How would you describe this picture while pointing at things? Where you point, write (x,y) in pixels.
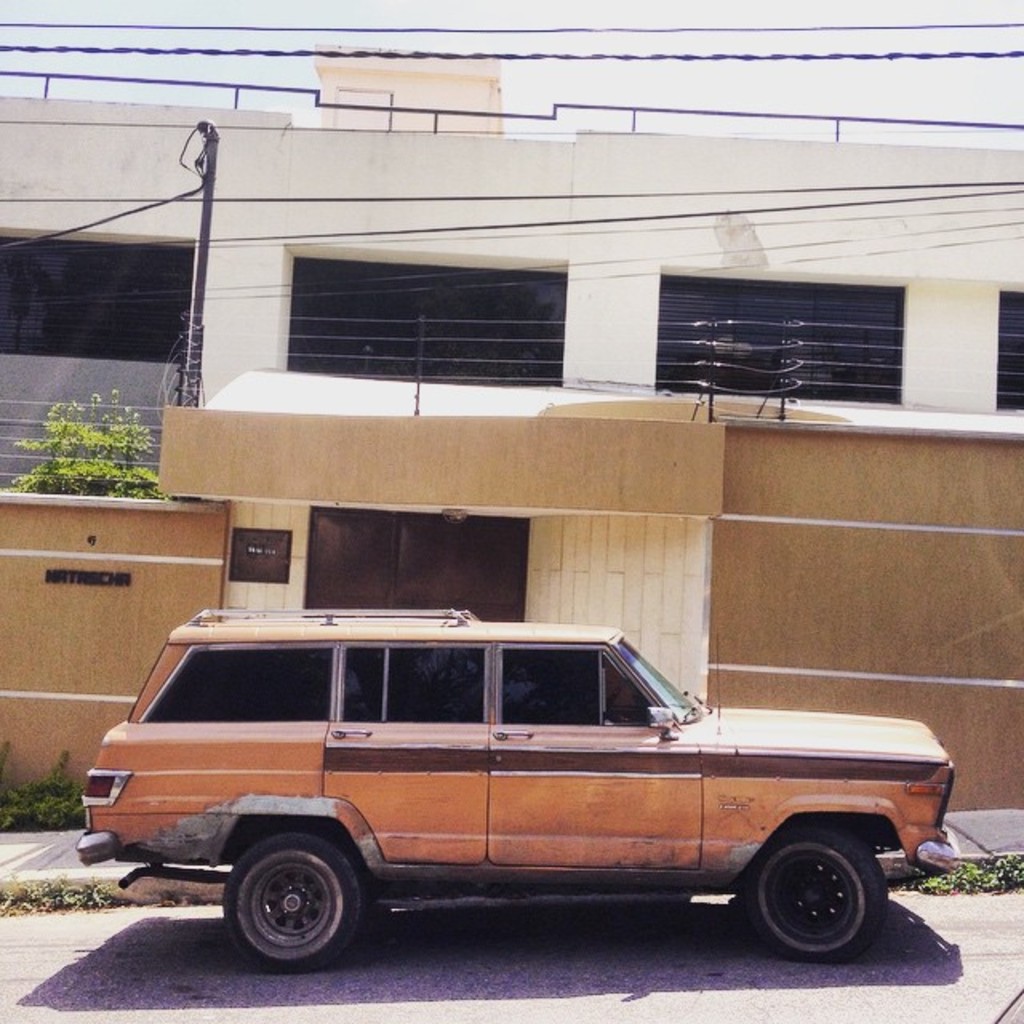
In the picture I can see a car (317,854) which is in brown color is parked on the road (743,946) and in the background (771,508), I can see a wall (824,560), wires (72,423), pole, trees (142,446) and a house (875,237).
